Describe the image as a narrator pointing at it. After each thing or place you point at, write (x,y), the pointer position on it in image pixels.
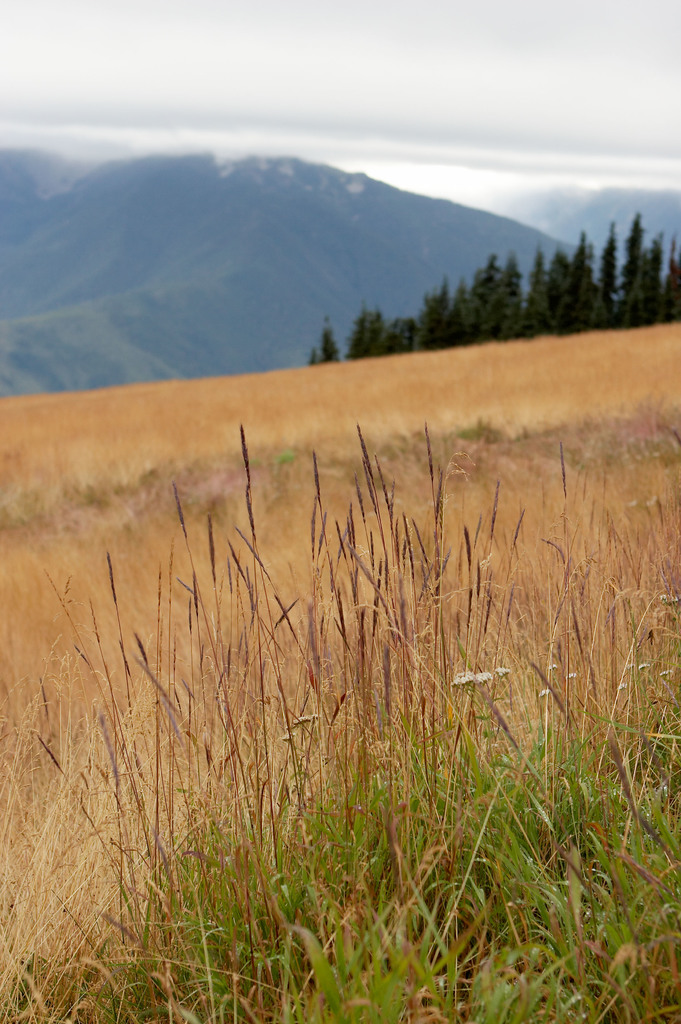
In this image there is a grass (439,822), there are trees (357,355), mountain (227,256) and sky (353,107).
